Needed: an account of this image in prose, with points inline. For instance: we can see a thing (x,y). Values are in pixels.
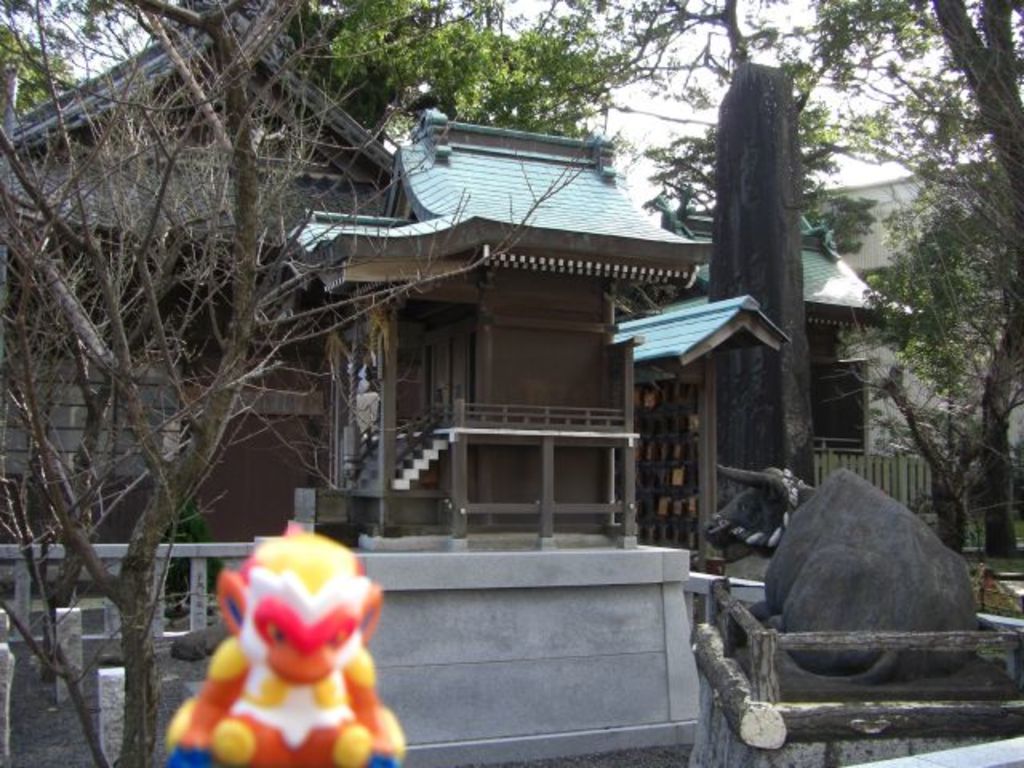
In this image, we can see few houses (457,459), railings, fencing (882,469), stairs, pillars (453,513) and walls (519,494). Here we can see few trees (955,490). At the bottom (835,561), we can see a toy (253,703), few poles (106,708), buffalo (798,579).
